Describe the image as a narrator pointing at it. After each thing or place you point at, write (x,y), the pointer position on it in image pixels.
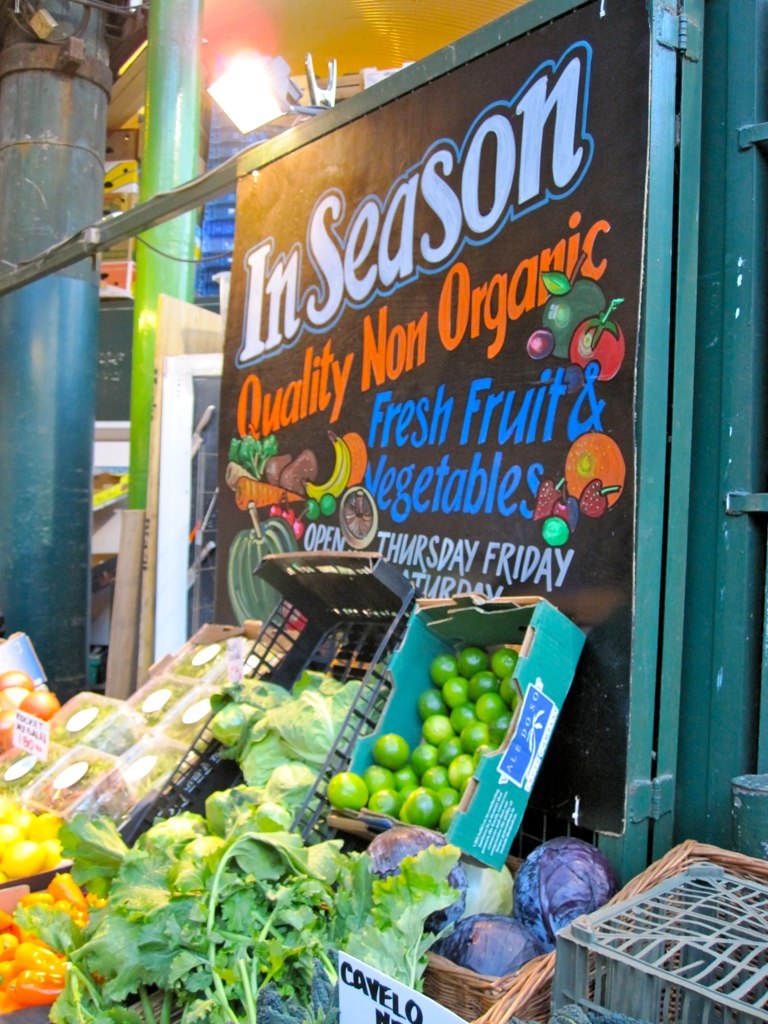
In this image there are boxes (494,823). In that box (495,801) there are some fruits (45,966) and leafy vegetables (464,961). And at the background (221,605) there is a door (232,603), On the door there is a text (471,489) written on a black board (551,330). At side there is a pillar (58,232) and there are some objects (117,282).
